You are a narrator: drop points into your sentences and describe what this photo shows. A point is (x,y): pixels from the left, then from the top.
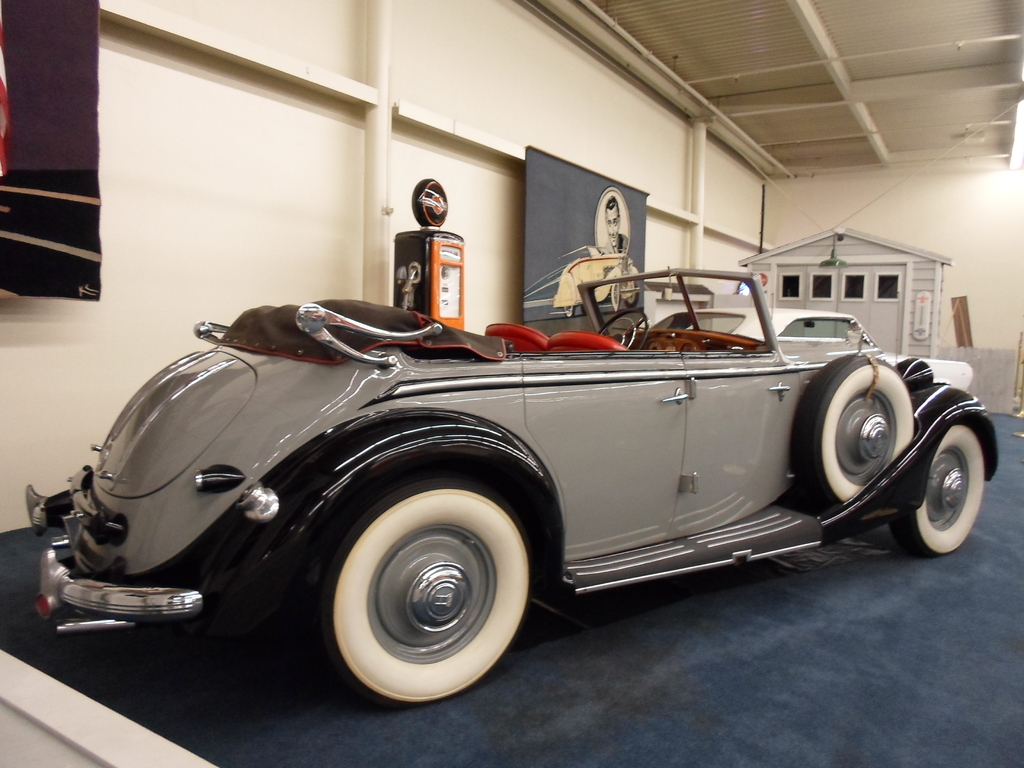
This picture is taken inside the room (1001,656). In this image, we can see a platform (324,691), on the platform (938,605), we can see a vehicle (878,365) is placed. In the background (889,315), we can see a door (874,309) and a hoarding (553,225), on the hoarding (625,215), we can see a picture (617,201) of a person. On the left side (42,254), we can also see a cloth (9,187). At the top (798,115), we can see a roof (923,69), at the bottom (450,701), we can see blue color.
